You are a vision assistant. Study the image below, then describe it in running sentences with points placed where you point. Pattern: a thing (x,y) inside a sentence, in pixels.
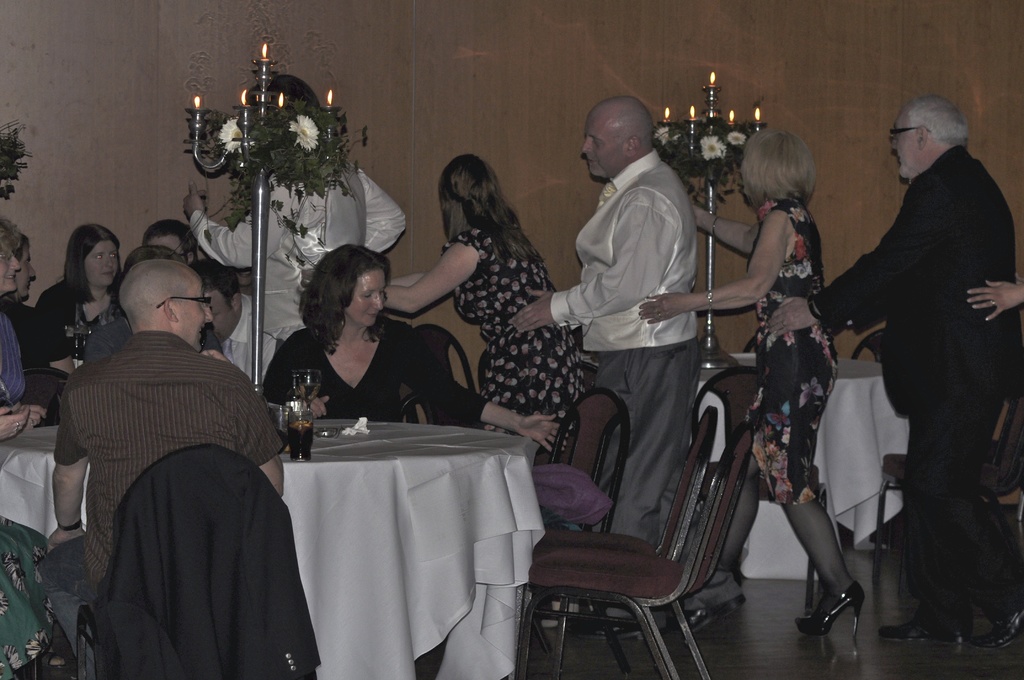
In this picture there are group of people (97,286) those who are playing here and some are sitting, there is a holder (328,117) of candles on the tables (319,442) and there are cool drinks (309,414) and glasses (301,370) on the table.
